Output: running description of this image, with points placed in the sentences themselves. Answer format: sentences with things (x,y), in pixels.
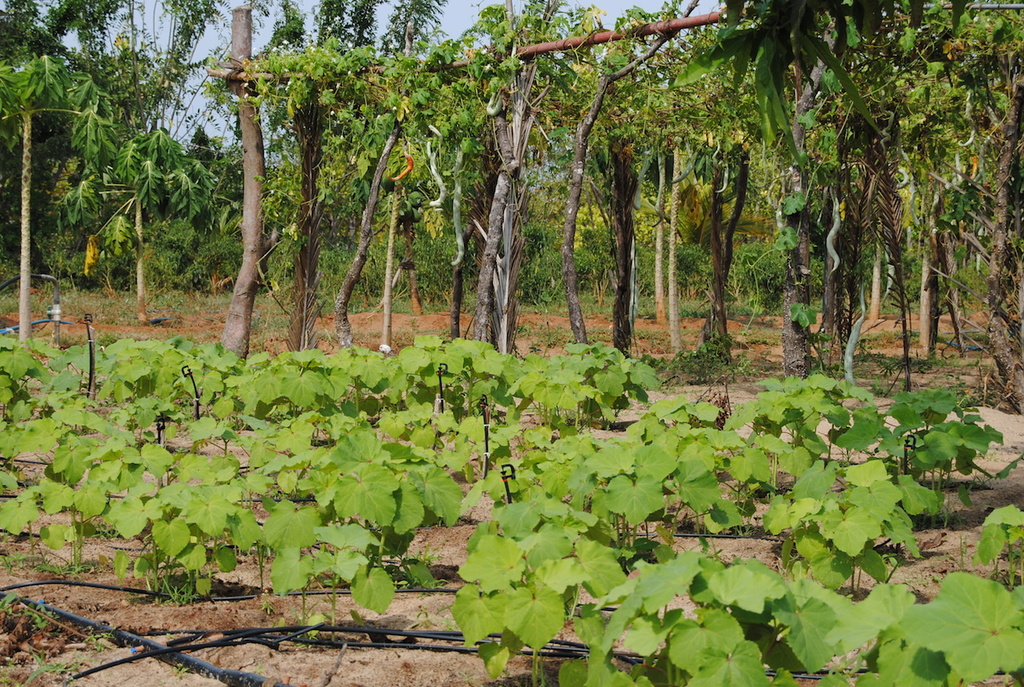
At the bottom of the picture (566,513), we see the plants (347,365), soil (421,601) and the pipes (176,656) in black color. There are trees (443,230) and the sky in the background (538,109).
